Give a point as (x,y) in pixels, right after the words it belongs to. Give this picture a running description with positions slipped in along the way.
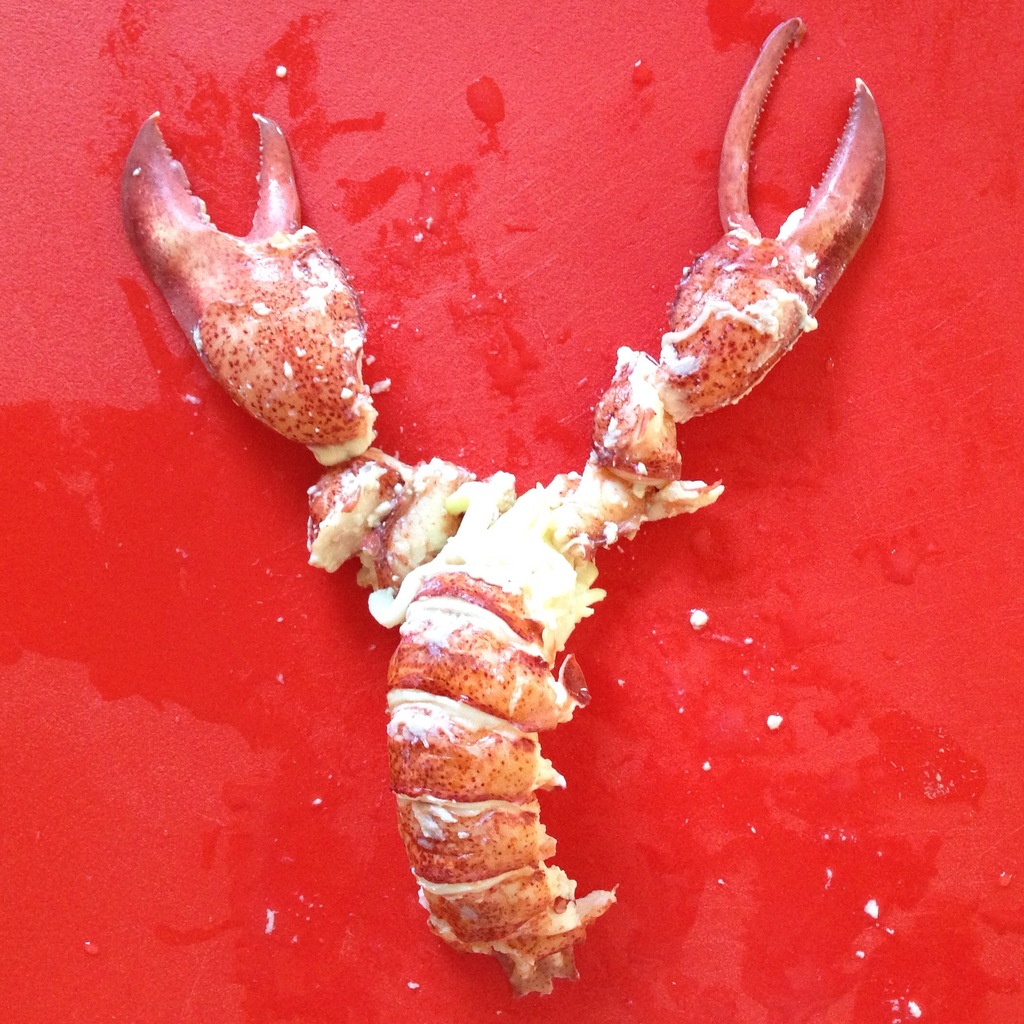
In this image I can see lobster meat (429,700). I can also see the background (209,503) is red in color.
